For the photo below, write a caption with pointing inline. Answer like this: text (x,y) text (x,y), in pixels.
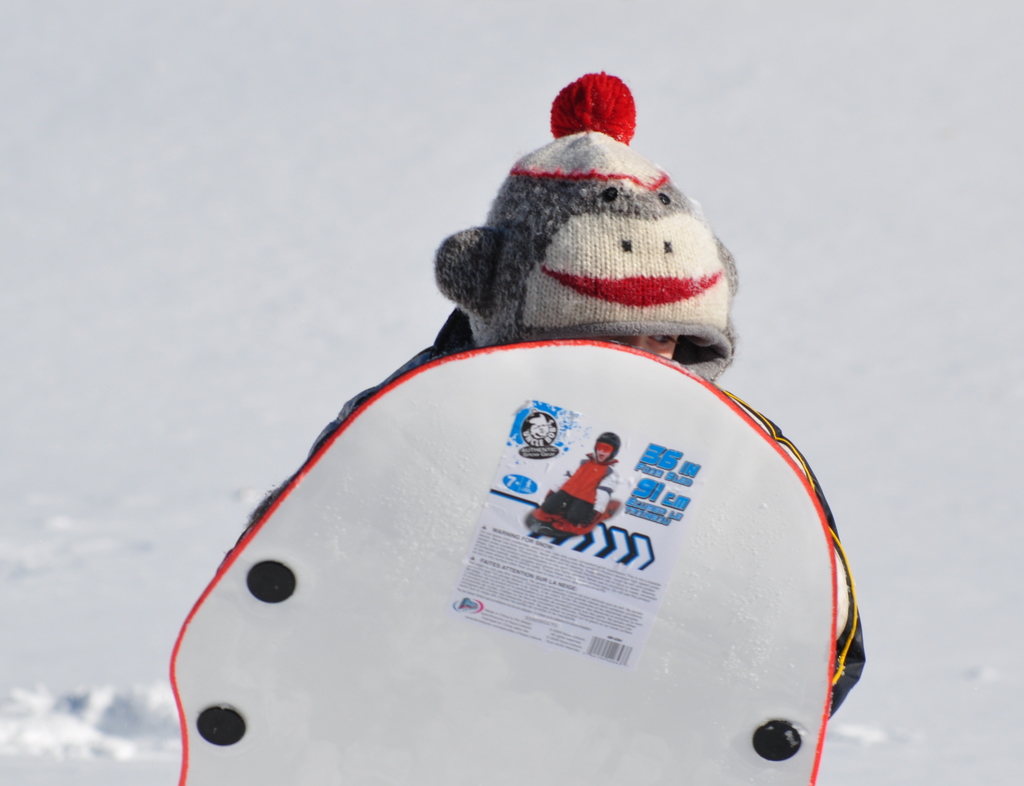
In this image, we can see a person (503,189) wearing a jacket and there is a board (264,577) with a poster (570,525) and on the poster (605,501), there is some text (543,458) and we can see a logo (545,445) and a picture (583,501) of a person (583,501). In the background (339,238), there is snow (240,212).
